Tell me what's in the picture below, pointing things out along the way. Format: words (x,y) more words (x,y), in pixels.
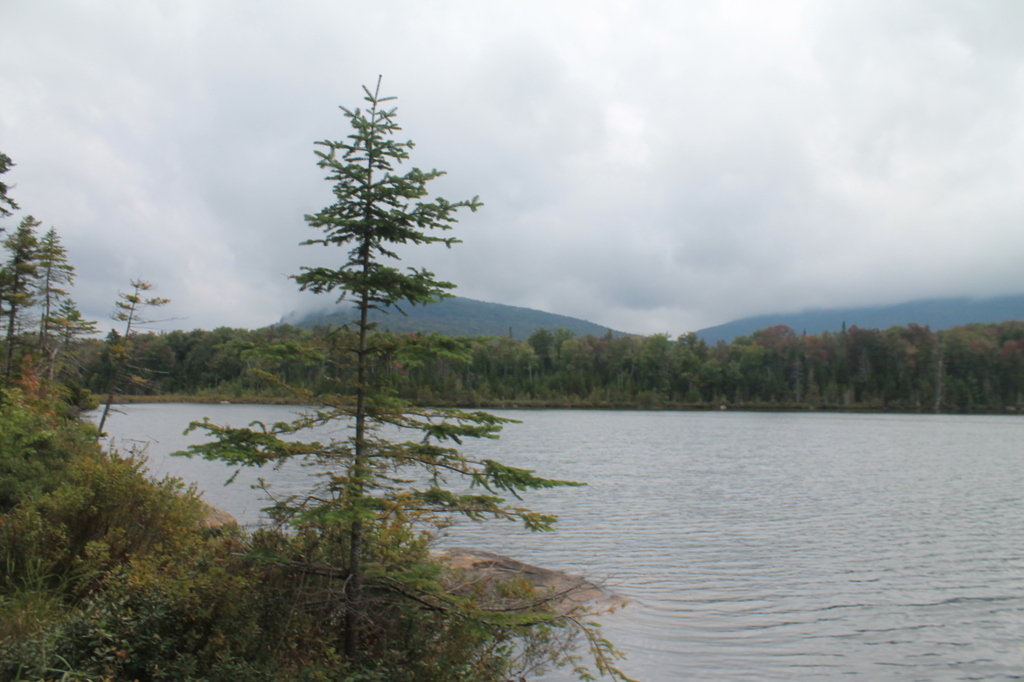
This picture is clicked outside. In the foreground (155,562) we can see the plants (407,598) and the rocks (462,565). In the center (542,453) we can see a water body (927,493). In the background (523,82) we can see the sky (446,95) which is full of clouds (618,101) and we can see the trees (366,332) and the hills (369,316).
